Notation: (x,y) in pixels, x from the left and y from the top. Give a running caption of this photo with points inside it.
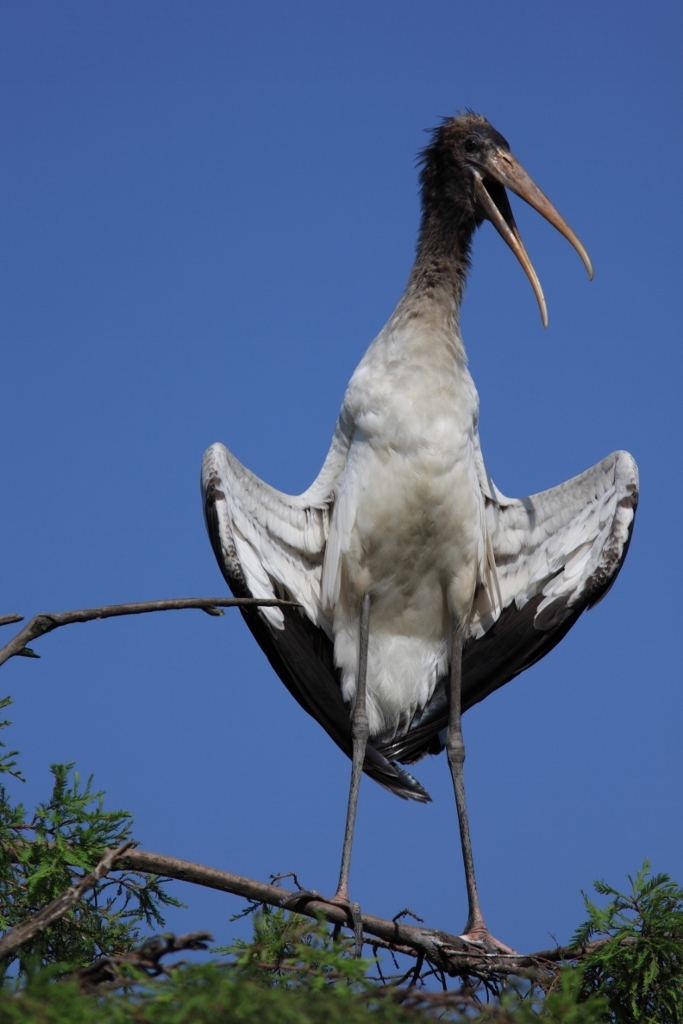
In this image I can see green colour leaves (278,916) and few tree stems (444,962) in the front (588,1017). On one stem (439,951) I can see a white and black colour bird (342,649). I can also see the sky (507,687) in the background (660,105).
